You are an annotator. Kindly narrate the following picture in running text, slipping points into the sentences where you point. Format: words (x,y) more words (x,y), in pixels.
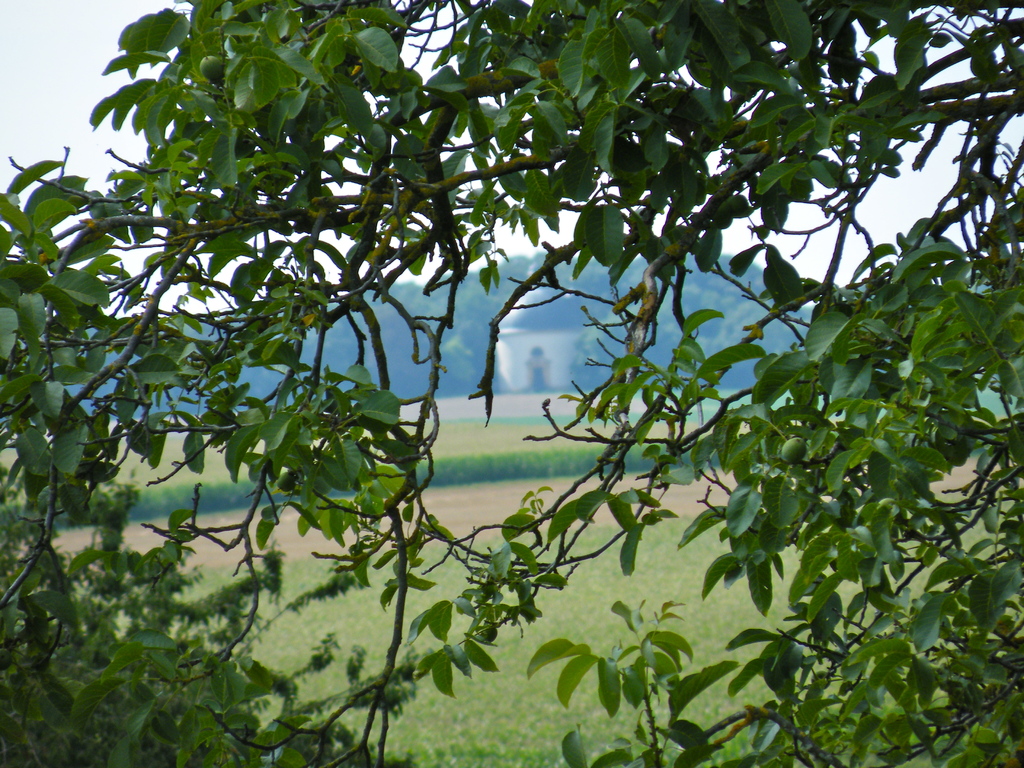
There is a tree (435,113) with some fruits (796,453). In the background (480,476) there is a crop (476,459) on the land (482,440). Some part of the land (609,606) is empty with some grass (546,640). We can observe the sky (55,93) in the background (66,79). There is a building (537,332) with a dome (533,320) and around this building (520,343) there are some trees (473,344) located.
